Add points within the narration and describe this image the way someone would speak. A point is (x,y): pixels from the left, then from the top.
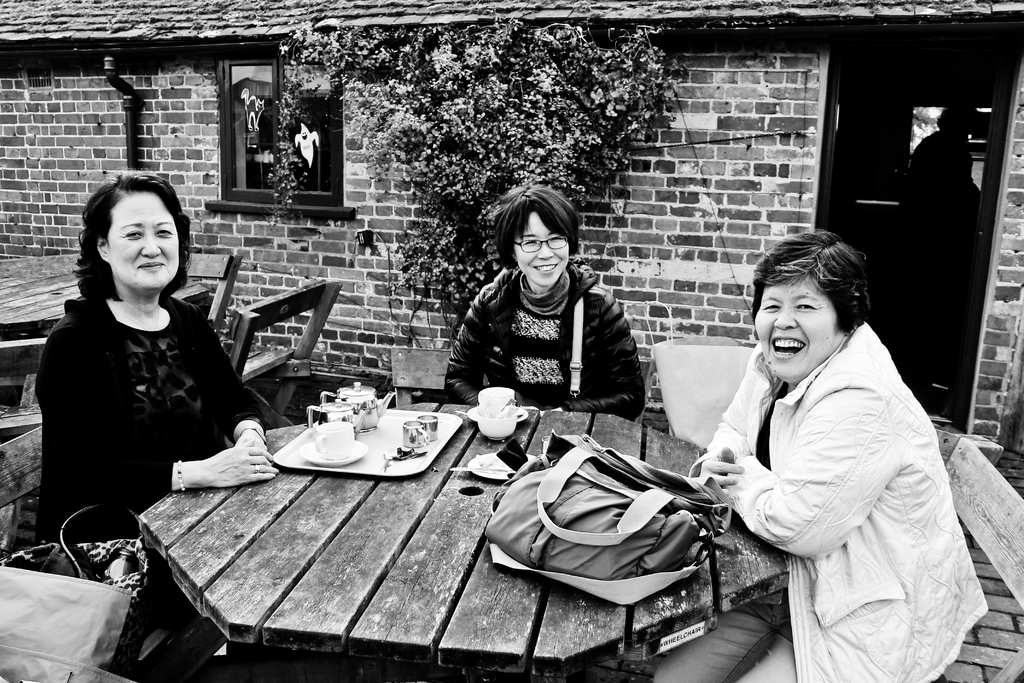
Here we can see 3 woman (166,387) sitting on chairs (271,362) at the table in front of them there is a plate (359,450) and cups (346,450) and kettle (374,399) there is a bag (587,538) in front of the woman (753,490) who is sitting in the right (749,493) and all the three women (123,272) are laughing and behind them we can see a house (71,104) and we can see a window (297,123) and beside that we can see a plant (493,131).
